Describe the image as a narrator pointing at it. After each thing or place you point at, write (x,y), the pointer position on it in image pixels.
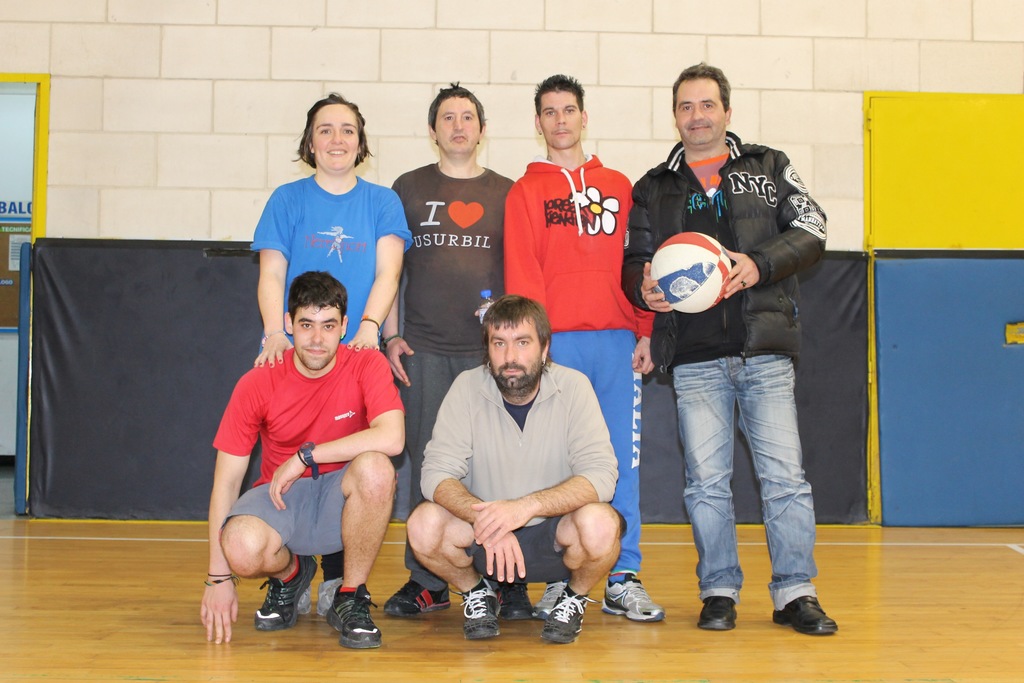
Four persons (771,257) are standing 2 persons (530,301) are sitting there is a wall (413,49) behind them.
